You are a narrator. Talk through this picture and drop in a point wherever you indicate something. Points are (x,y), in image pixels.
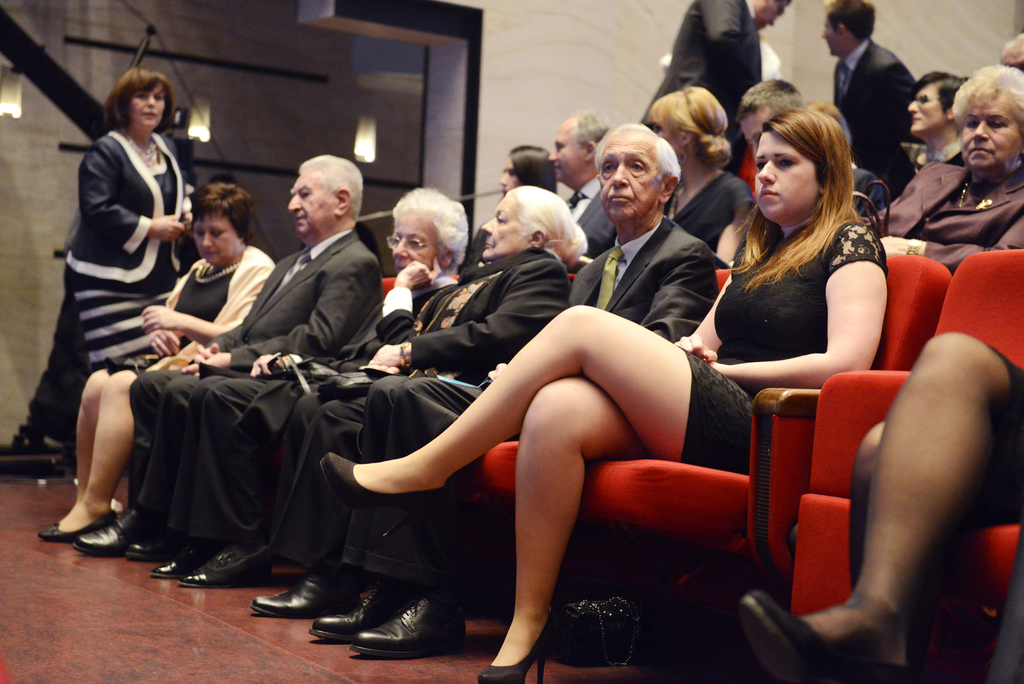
In this picture we can see some people (624,242) are sitting on chairs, there are three persons (731,103) standing, in the background (30,367) we can see a wall (524,87) and lights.
